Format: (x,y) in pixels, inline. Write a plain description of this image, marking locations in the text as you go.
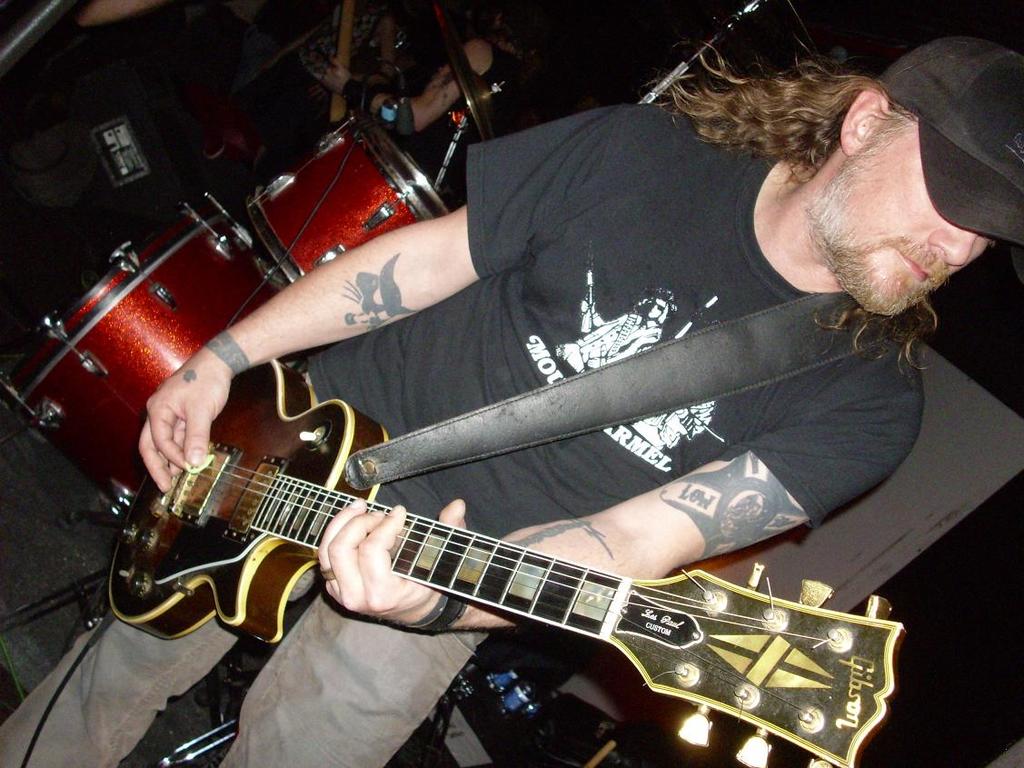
In this picture there is musician (908,397) standing and playing guitar (231,500). The man (388,377) is wearing a black T-shirt (523,287), jeans (396,640) and cap (900,76). He has long hair (779,125). There is some text (554,366) and image (603,319) on his T-shirt (585,359). He has tattoos (390,301) on his hands (317,333). Behind him there are drums (262,275). In the background (417,86) there are some people (245,38).
